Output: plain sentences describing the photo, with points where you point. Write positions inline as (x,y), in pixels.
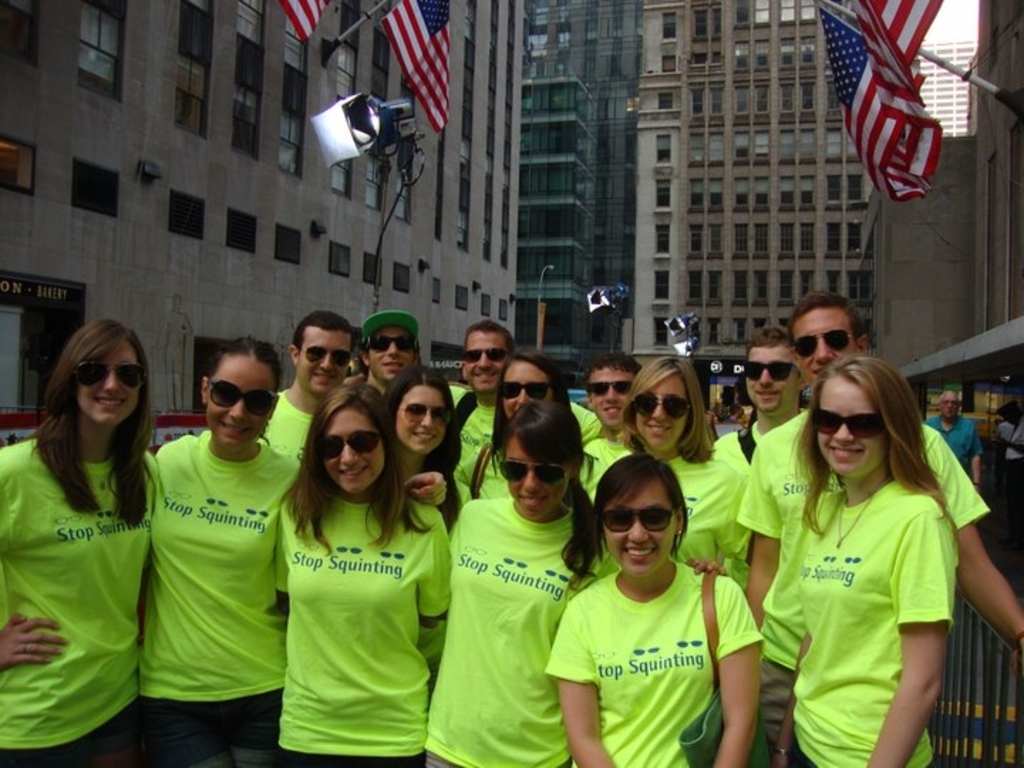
In this image I can see group of people (468,522) visible in front of the building (612,120), on the building (475,261) I can see flags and lights (358,136) visible in the middle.
